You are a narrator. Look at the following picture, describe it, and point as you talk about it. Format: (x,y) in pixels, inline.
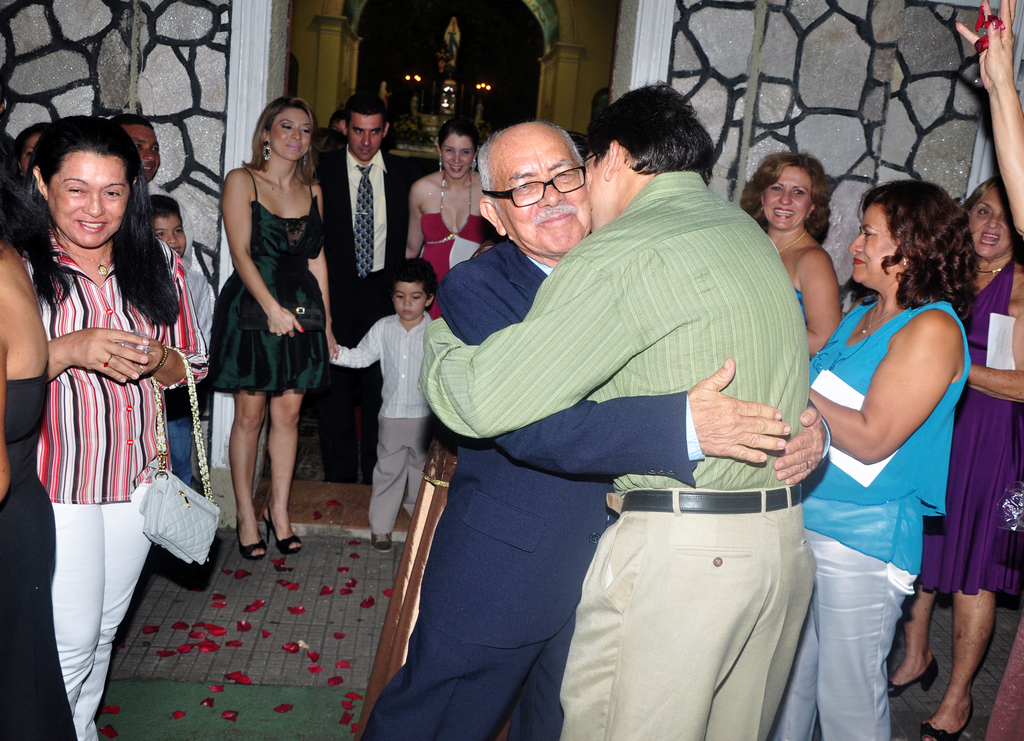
In this image I can see group of people (510,390) standing. There are walls (828,22), there is an arch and there are some other objects (457,24).
